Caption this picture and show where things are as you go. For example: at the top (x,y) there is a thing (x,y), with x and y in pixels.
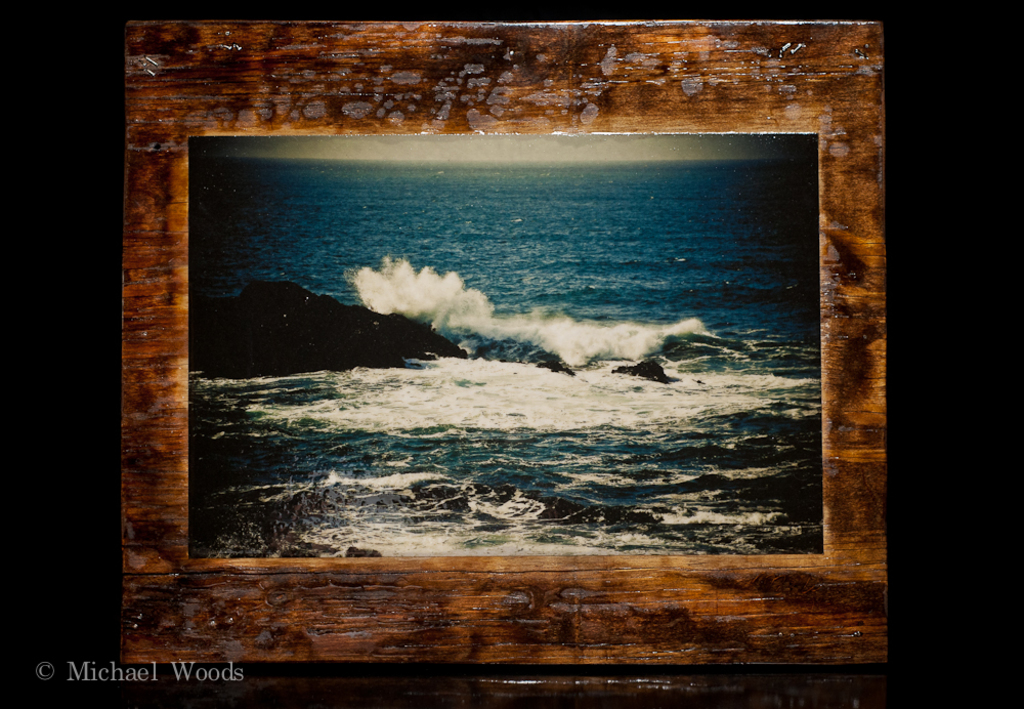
In the image we can see there is a photo frame (183,91) in which there are waves (579,321) in the water (615,324). It's an ocean (538,248) and in between there is a rock (311,334) in the water (427,369).
